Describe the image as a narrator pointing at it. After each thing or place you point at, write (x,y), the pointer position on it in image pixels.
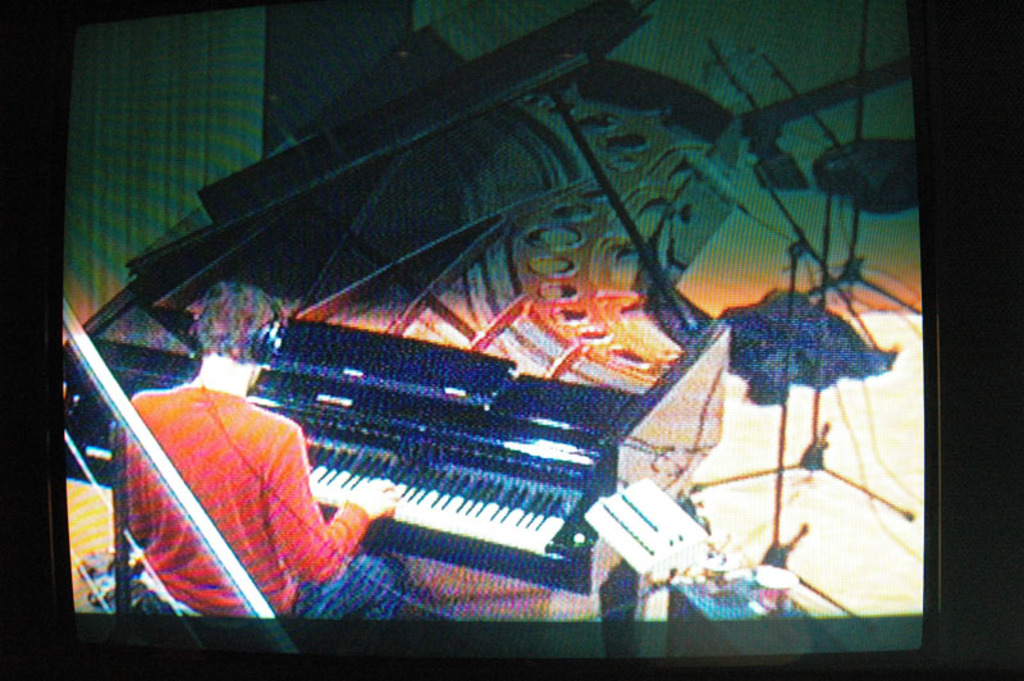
This is a image of the man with headset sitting in the chair (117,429) and playing the piano (657,423), at the back ground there is a picture type scenery (593,274).
